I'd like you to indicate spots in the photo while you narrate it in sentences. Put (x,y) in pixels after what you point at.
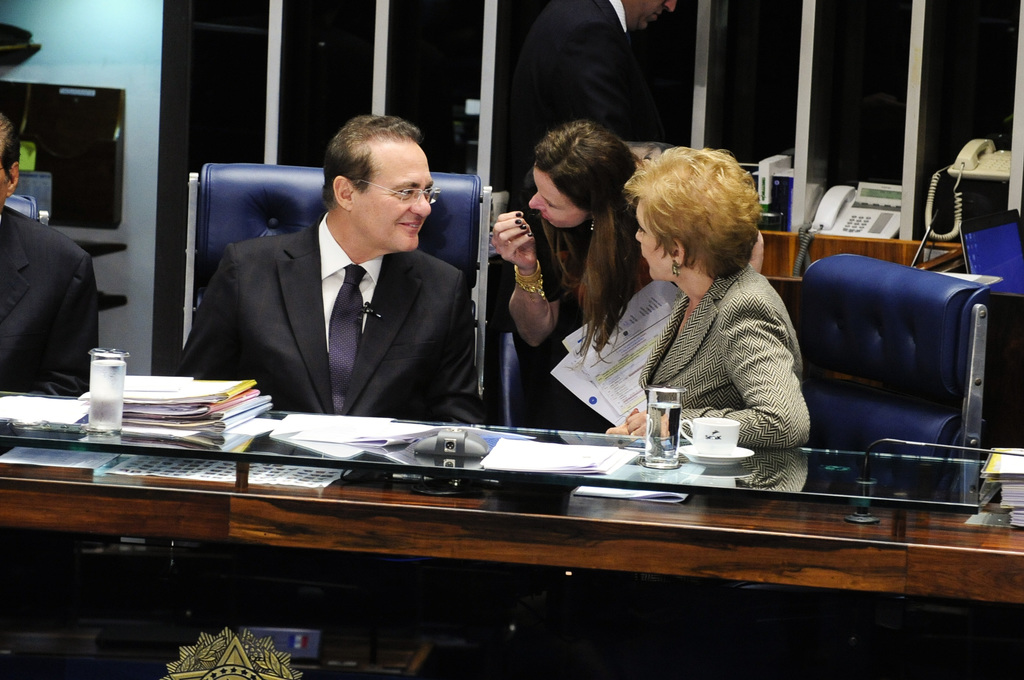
In this image I see 3 men (293,280) and 2 women (686,185), in which 3 of them are sitting and 2 of them are standing. I can also see that there are 3 chairs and table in front of them. I see that there are lot of papers (584,455), 2 glasses (663,408) and a cup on the table (670,538). In the background (90,232) I see the wall (49,1), 2 telephones (875,235) and 2 screens (1016,212).
